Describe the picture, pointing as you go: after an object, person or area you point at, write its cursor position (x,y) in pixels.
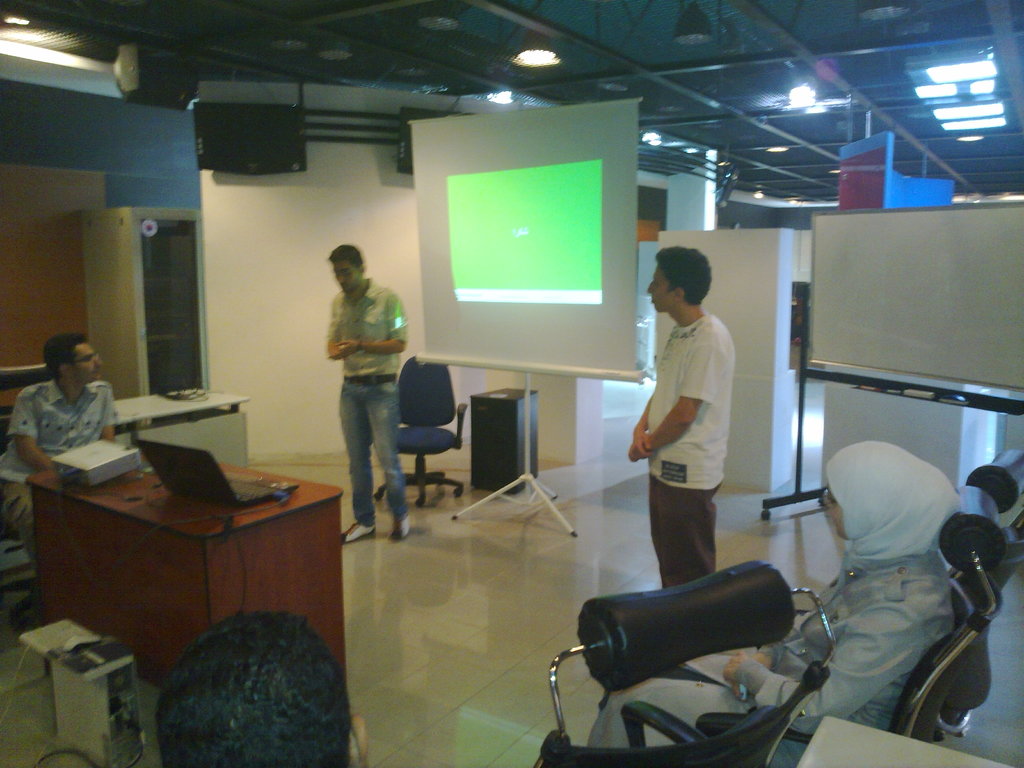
In the image we can see there are people (679,375) who are standing and few people (54,376) are sitting on chair (657,709) and on table (304,513) there is laptop (209,497), projector (127,454) and behind the person (396,318) there is projector screen (494,291).
